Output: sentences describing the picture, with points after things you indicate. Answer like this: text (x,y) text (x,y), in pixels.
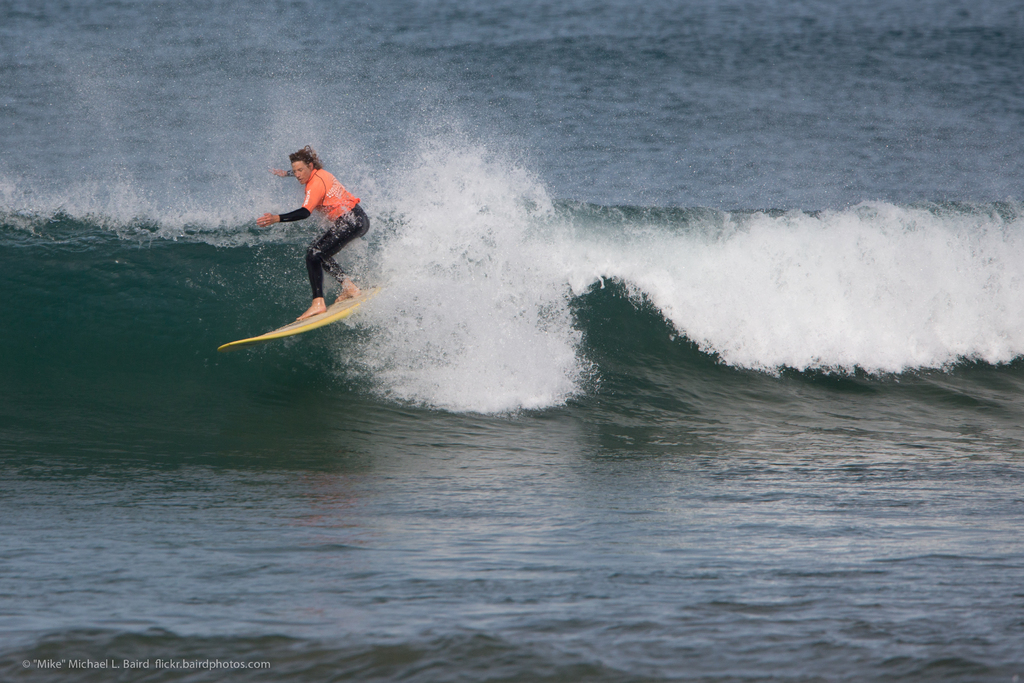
In this image I can see the person (309,214) with the surfboard (320,319). I can see the person (311,272) is wearing the black and an orange color dress (327,188). I can see the person (321,260) is in the water (316,499).
